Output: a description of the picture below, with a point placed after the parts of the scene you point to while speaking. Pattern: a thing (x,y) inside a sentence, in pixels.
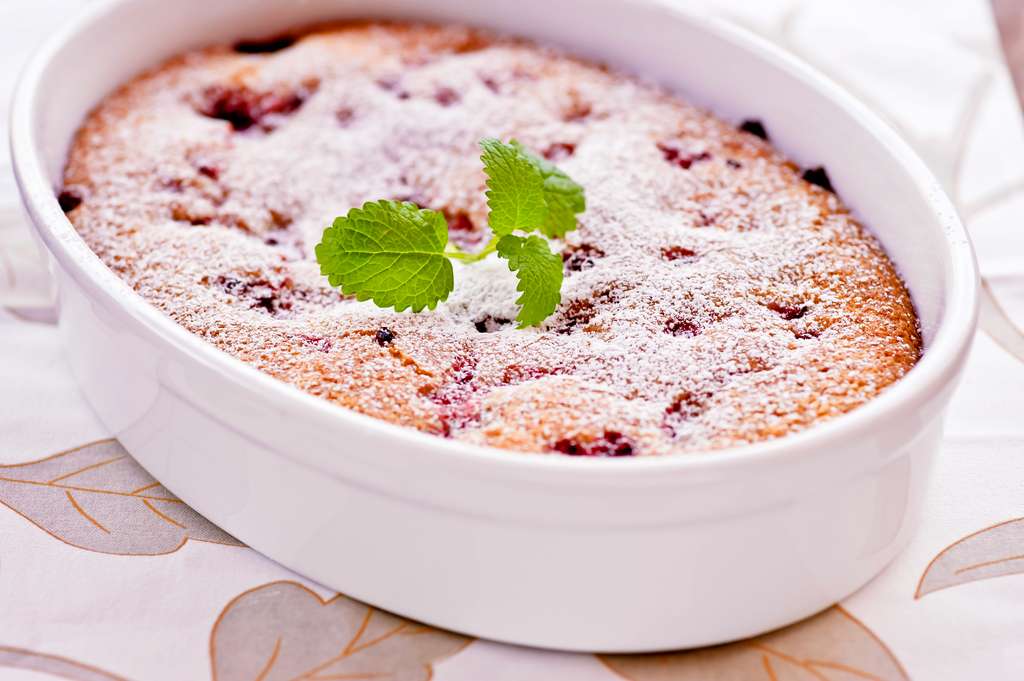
In this picture, we see the bowl (450,475) containing the food item (503,115) and the mint leaves (440,257) is placed on the table (219,629) which is covered with the white cloth (193,613).
